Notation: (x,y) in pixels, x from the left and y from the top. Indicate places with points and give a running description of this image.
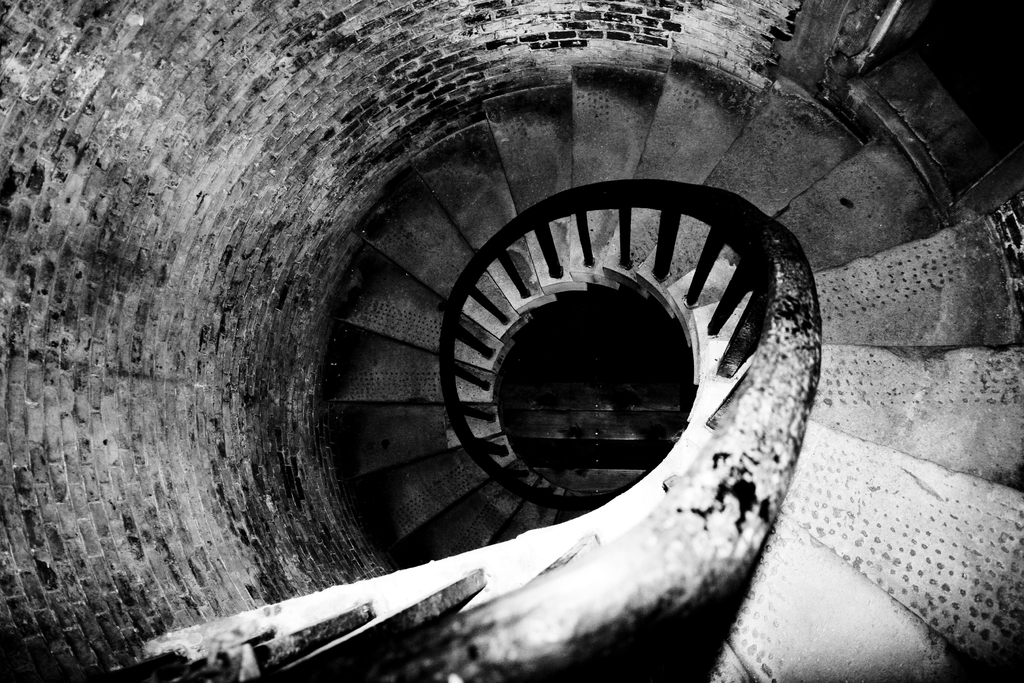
In this picture I can see the stairs (412,202), railing (797,323) and the wall (714,41). I see that this is a white and black image.
